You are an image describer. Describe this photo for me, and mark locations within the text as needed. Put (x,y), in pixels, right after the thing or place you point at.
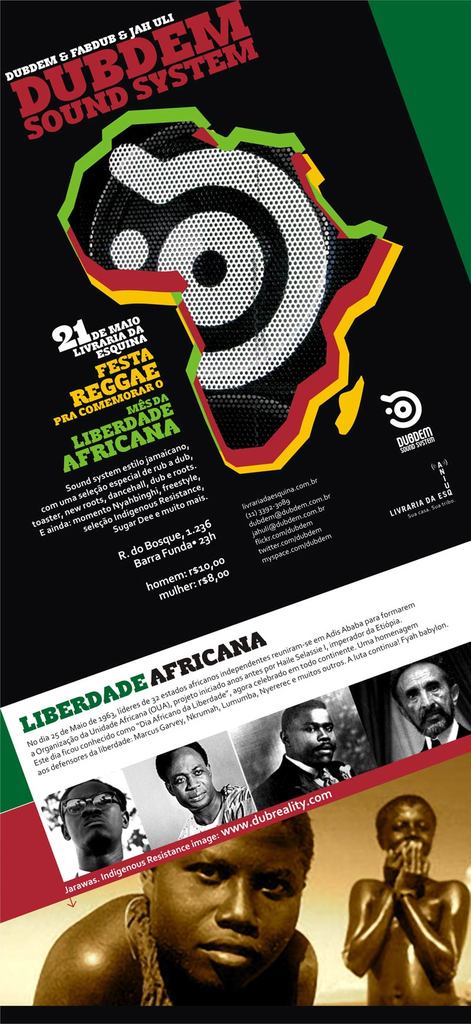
It is a poster (194,106). In this image there are depictions of people (433,696) and there is some text (25,70) on the image.
